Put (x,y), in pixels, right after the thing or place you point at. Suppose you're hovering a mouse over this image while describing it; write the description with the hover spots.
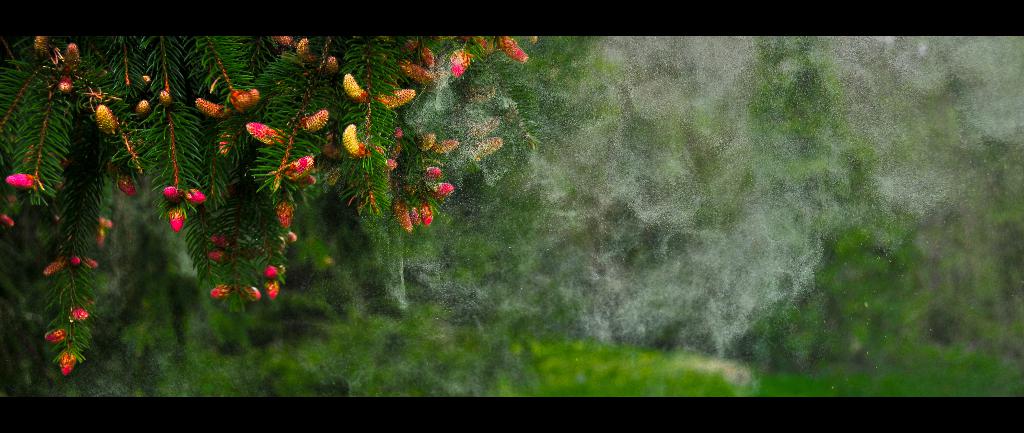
In this image I can see a tree (151,140). The background (863,224) is blurred.
